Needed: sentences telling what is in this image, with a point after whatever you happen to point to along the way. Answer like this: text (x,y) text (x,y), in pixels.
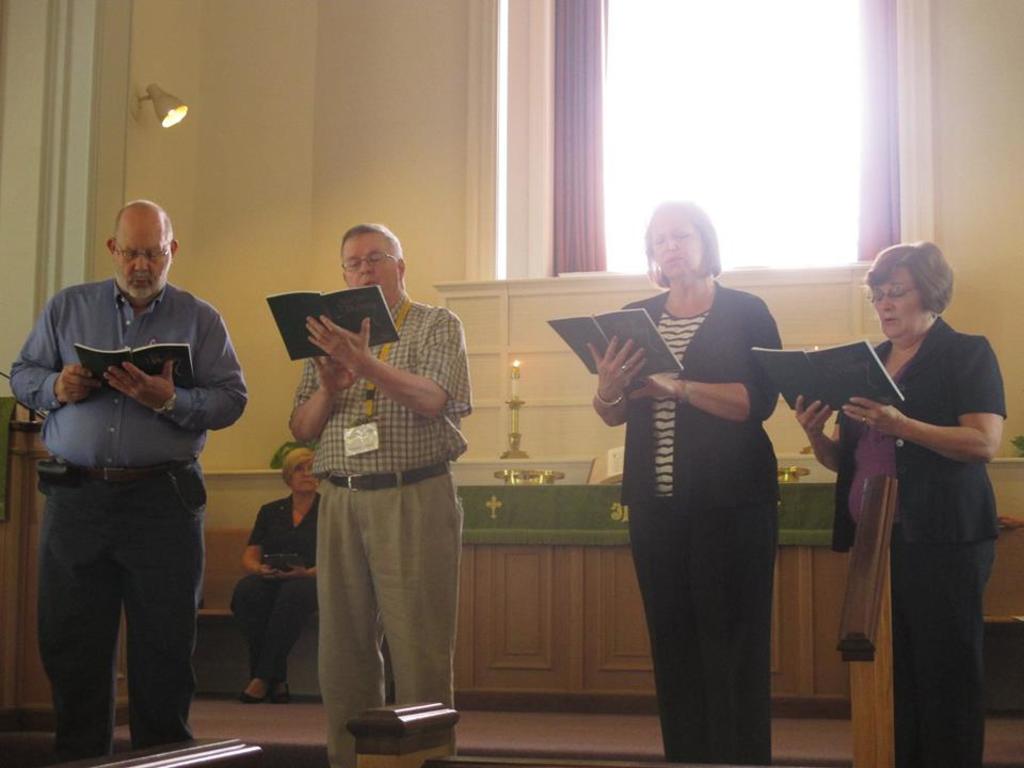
In this image, I can see four persons (703,435) standing and holding the books (184,380). In the background (470,505), I can see a table (555,498) with a candle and few other objects (533,481). There is a person (271,605) sitting on the bench (223,617). At the top of the image (626,169), I can see a window (605,218) and the curtains (584,265) hanging. On the left side of the image (157,101), I can see a lamp (177,103) attached to the wall (104,131).
